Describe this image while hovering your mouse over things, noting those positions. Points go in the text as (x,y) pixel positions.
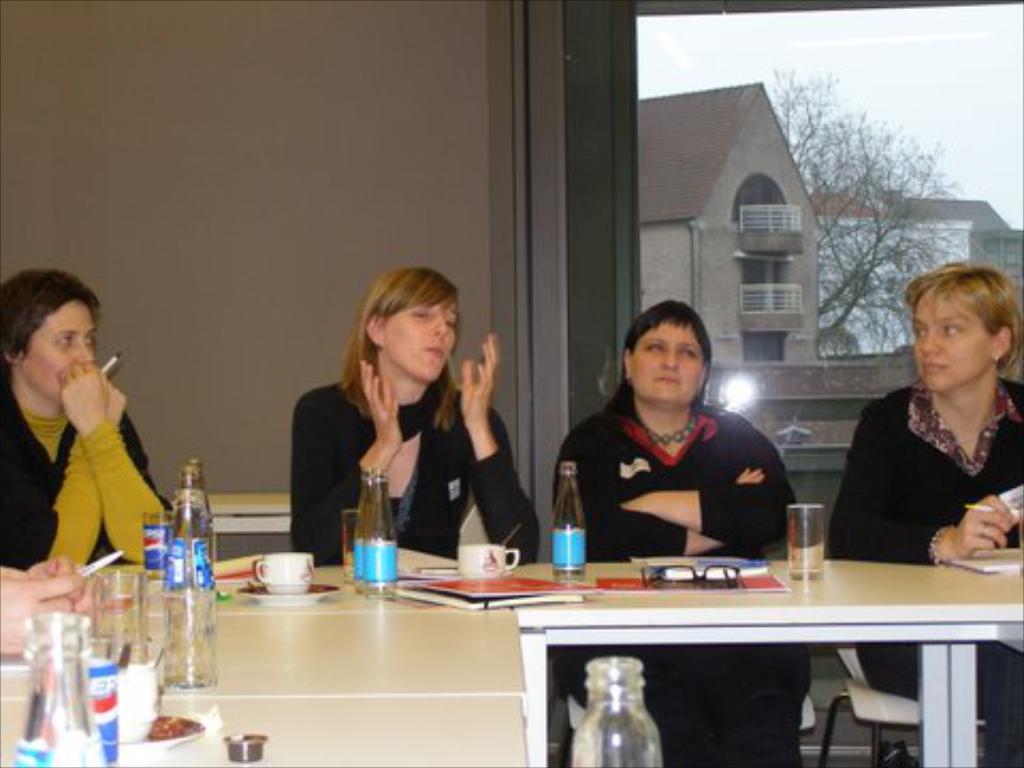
There are four members (422,439) sitting in front of a table (379,602). Four of them were women (106,443). On the table (307,630) there is a cup (271,574), bottles (190,586) and glasses (114,679). There are some papers (458,590) too. In the background (775,177), from the window (644,223) we can observe some houses (764,262), trees (821,234) and sky (856,64) here.
